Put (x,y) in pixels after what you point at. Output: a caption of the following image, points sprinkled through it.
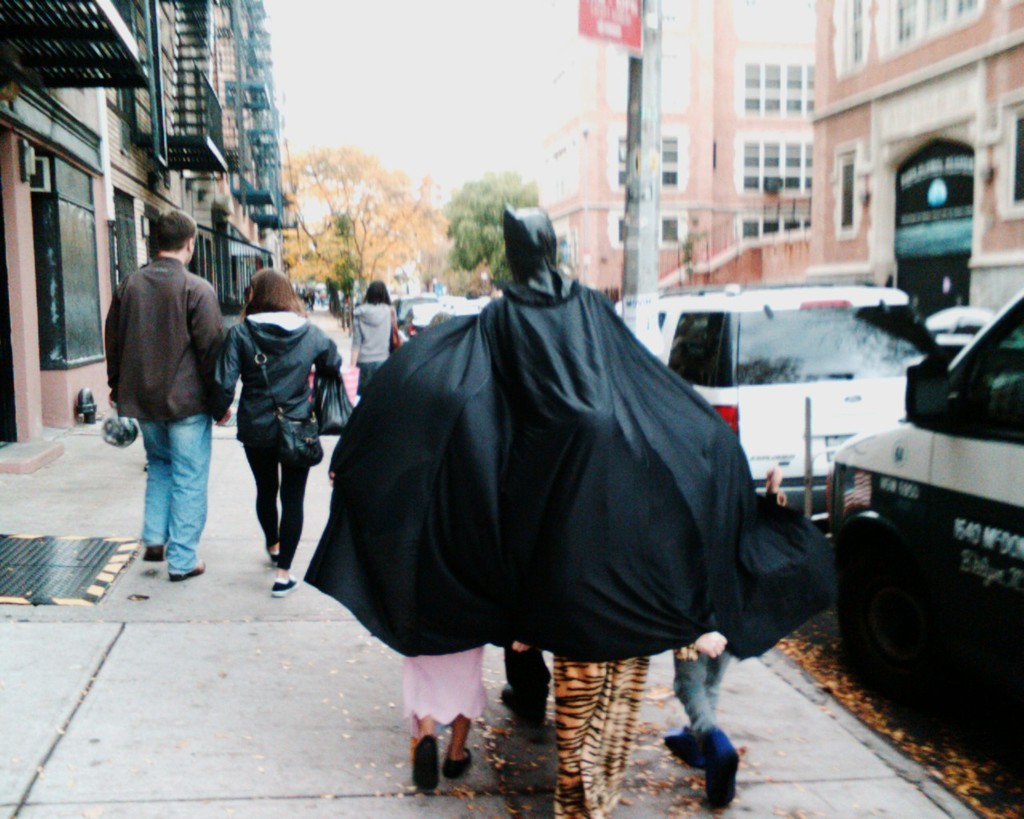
In the center of the image (360,461) some persons (418,421) are there. On the right side of the image (737,178) we can see a buildings (788,110), pole (645,78), board (629,45), cars (791,349) are present. At the bottom of the image (297,751) ground (321,739) is there. At the top of the image (388,49) sky (418,55) is present. In the background of the image (450,223) trees (464,227) are there.
